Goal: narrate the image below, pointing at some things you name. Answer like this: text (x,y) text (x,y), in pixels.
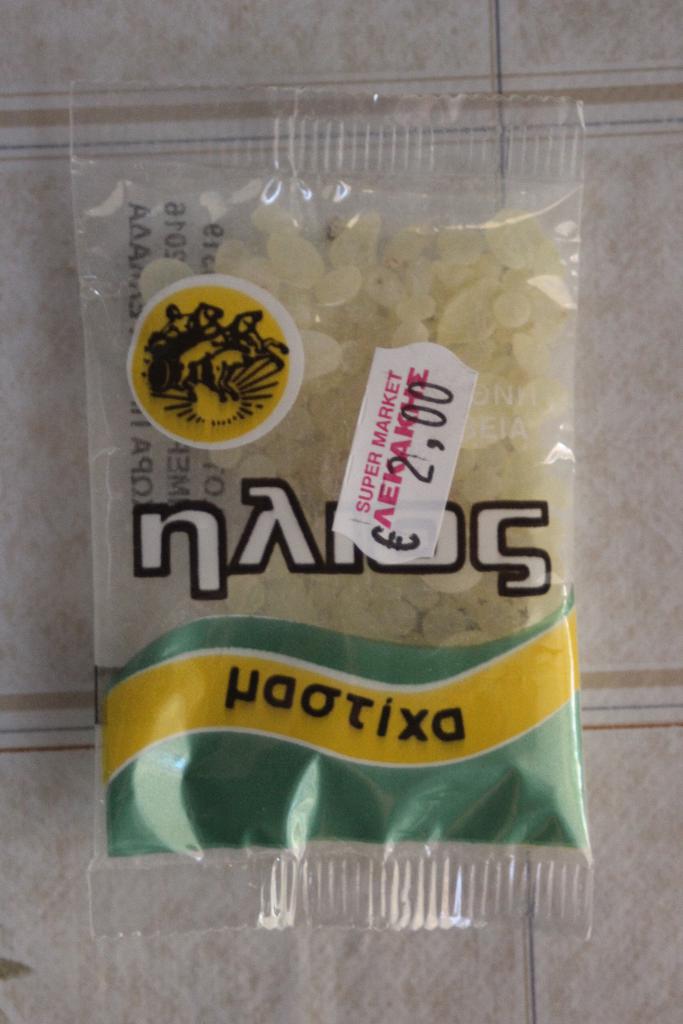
Here in this picture we can see some food item (330,305) present in a packet (263,261), which is present on the floor (66,1017) over there.
